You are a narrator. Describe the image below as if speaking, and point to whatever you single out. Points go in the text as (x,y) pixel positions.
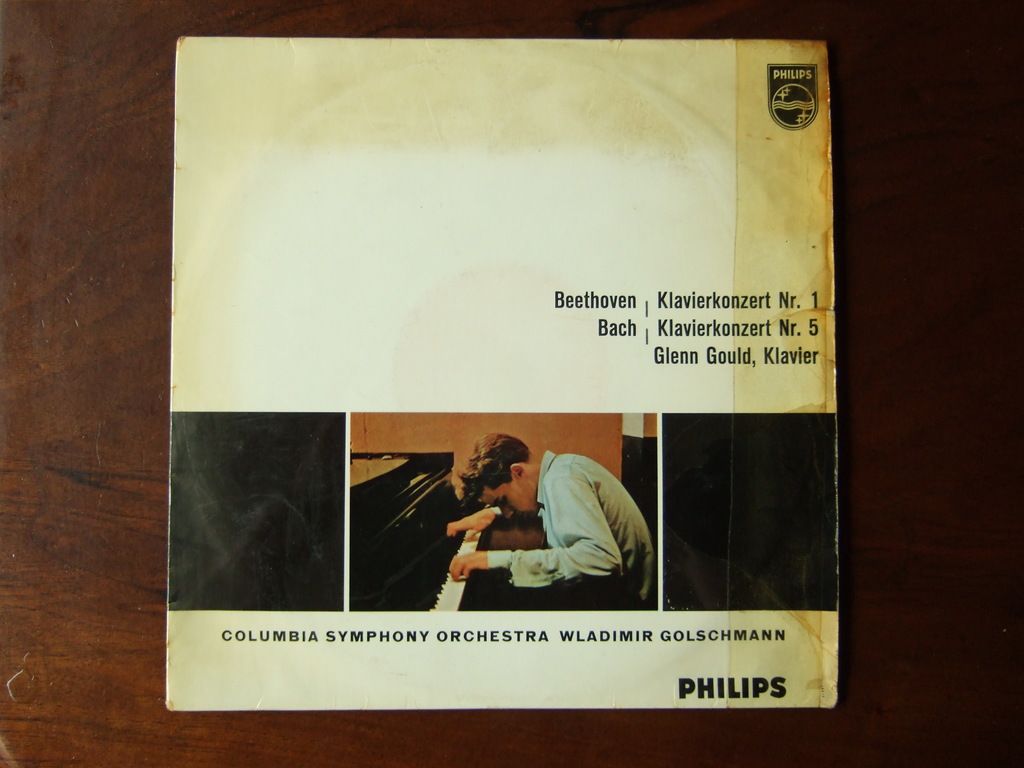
There is sheet (797,128) on the brown wooden table (936,194). On the top right (793,93) corner of the sheet (816,127) there is logo (801,114) with a text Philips on it. In the center of the sheet (641,332) there is a image (601,420) in which there is man (629,535) sitting on a stool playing piano (452,544) and looking down. He wore a light blue shirt (570,506). And there is also some text (544,635) just below the image (581,583).
